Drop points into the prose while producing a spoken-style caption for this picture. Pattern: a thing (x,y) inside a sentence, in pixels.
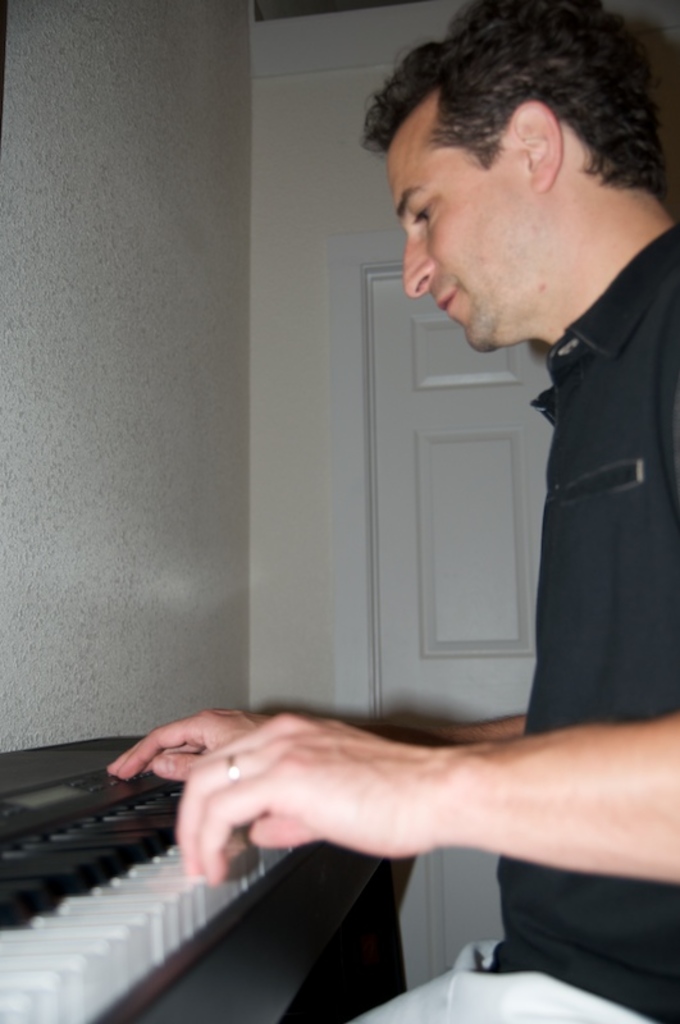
In this image i can see a person (598,766) sitting in front of the piano (251,871). In the background (165,441) i can see the wall (165,403) and the door (431,513).
